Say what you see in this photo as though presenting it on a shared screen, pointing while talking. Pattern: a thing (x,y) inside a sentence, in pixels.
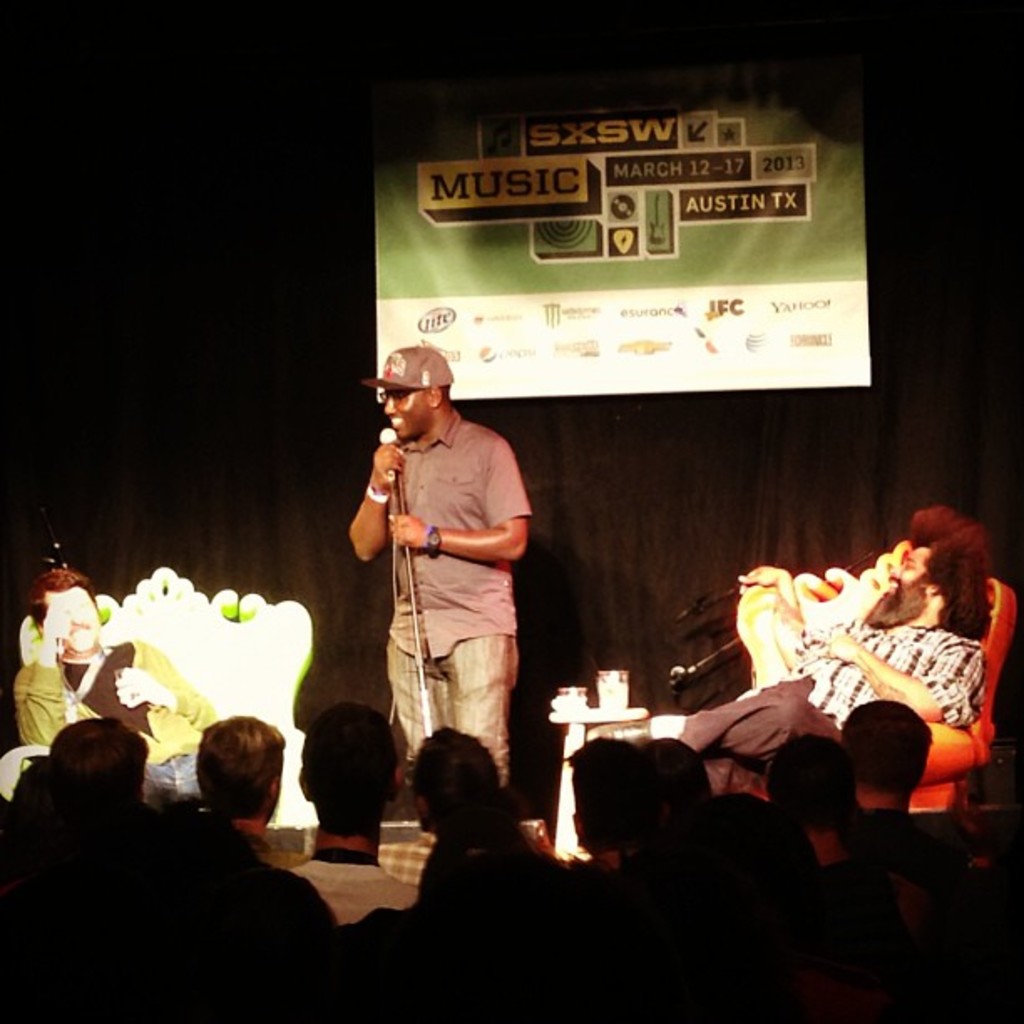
In this image we can see persons (227,757), microphone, chairs (266,718) and other objects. In the background of the image (493,335) there is a wall (600,67), name board (561,104) and other objects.
